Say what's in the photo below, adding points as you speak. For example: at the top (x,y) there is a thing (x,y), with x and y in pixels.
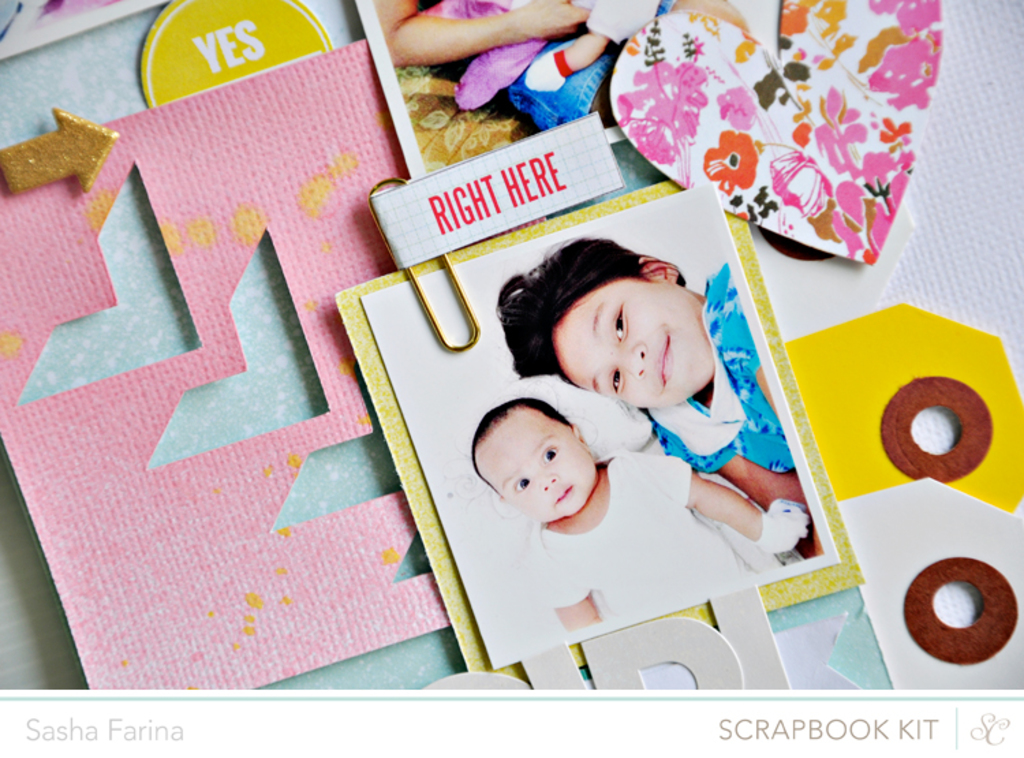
In this picture I can see couple of photos (575,58) and I can see text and it looks like a greeting card (431,234) and I can see text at the bottom left (159,726) and bottom right (922,728) corners of the picture.
